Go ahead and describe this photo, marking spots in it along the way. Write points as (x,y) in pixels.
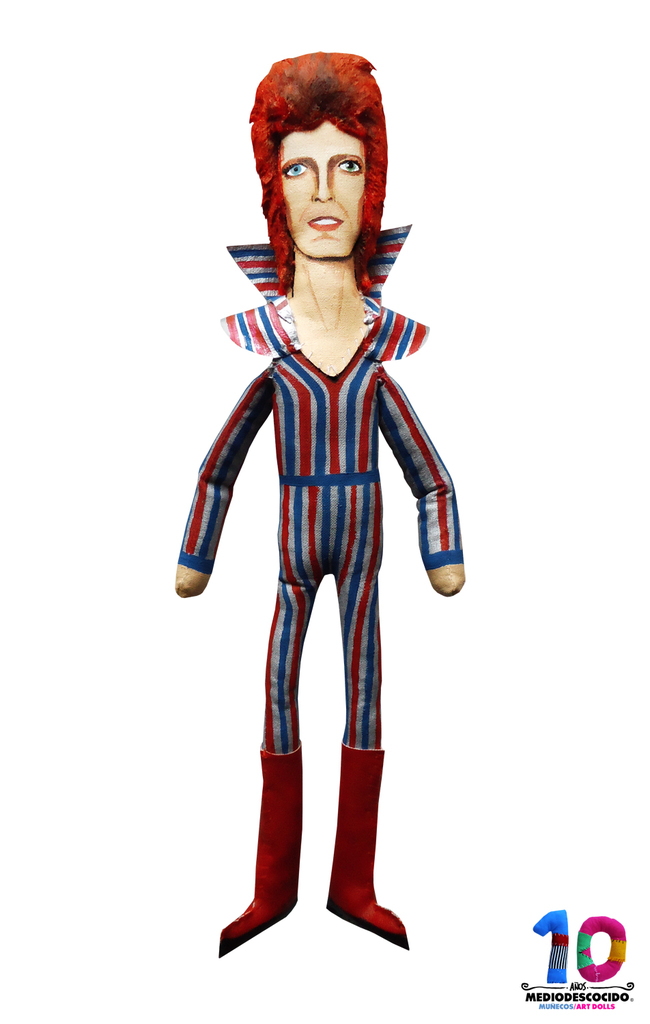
In this picture there is a doll (443,560) of the man (277,414) wearing red and blue color dress (359,517). On the bottom (562,923) there is a small text (566,999) and number (541,933) written on it. Behind there is a white background (626,905).
